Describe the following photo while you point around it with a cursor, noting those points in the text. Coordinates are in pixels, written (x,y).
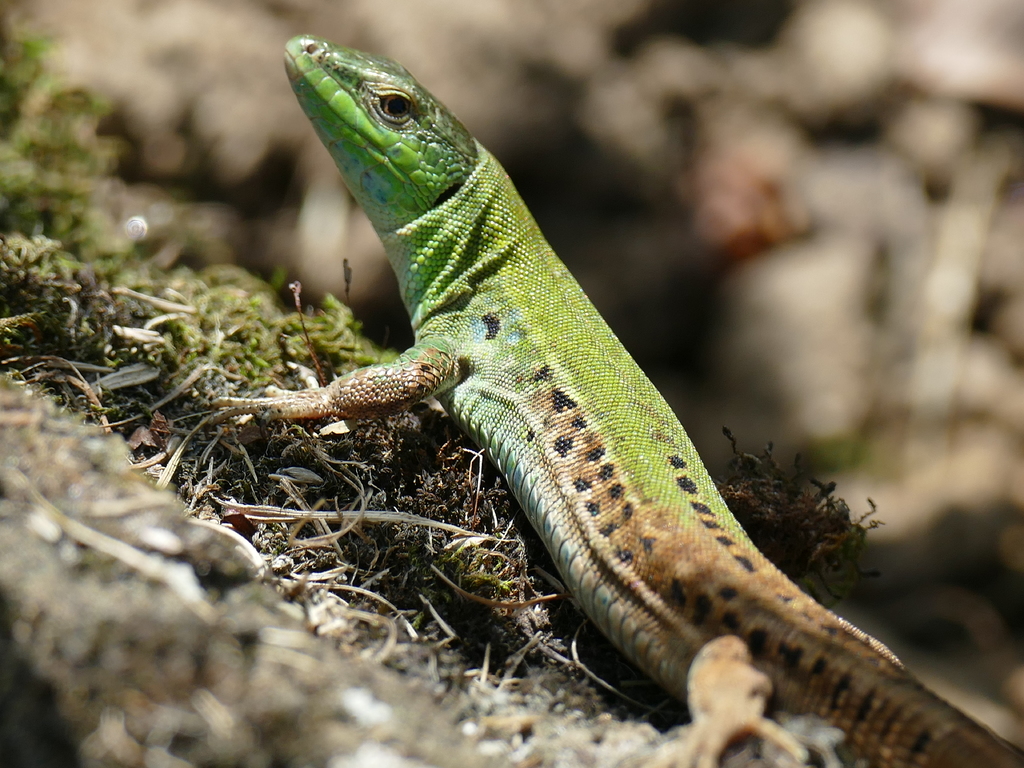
In this image we can see a green and brown color lizard (559,440). In the background (268,24) it is blur.
